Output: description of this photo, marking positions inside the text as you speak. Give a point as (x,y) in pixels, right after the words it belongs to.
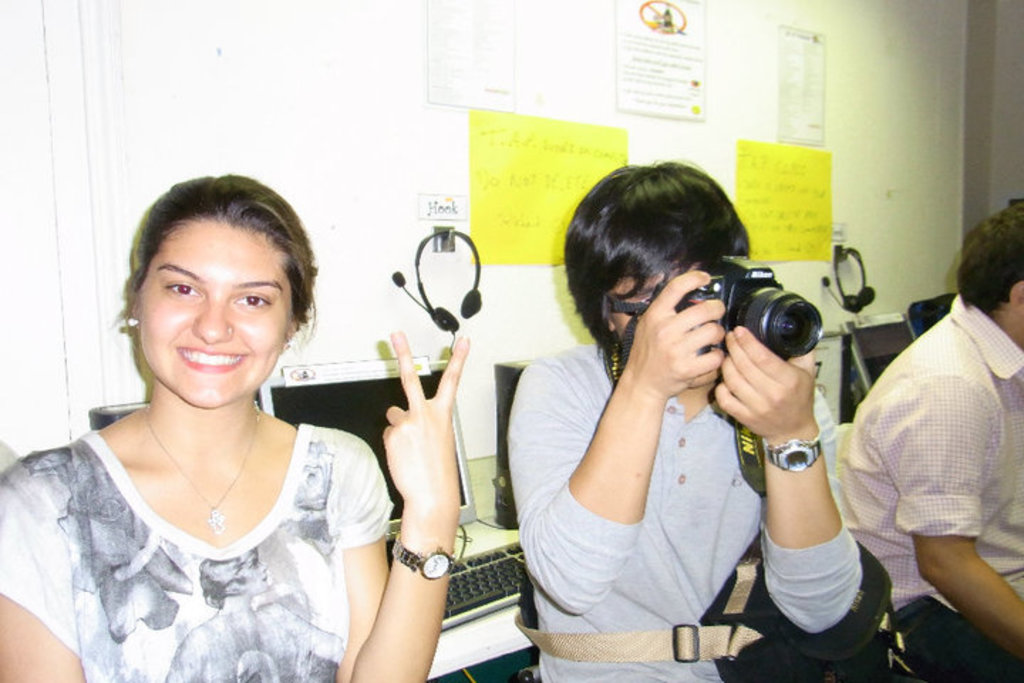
The person (648,505) wearing grey shirt (678,508) is holding a camera (760,330) in his hand (730,333) and there are two persons (880,417) sitting in the either side of him and there are computers (510,381) in the background (840,361).
